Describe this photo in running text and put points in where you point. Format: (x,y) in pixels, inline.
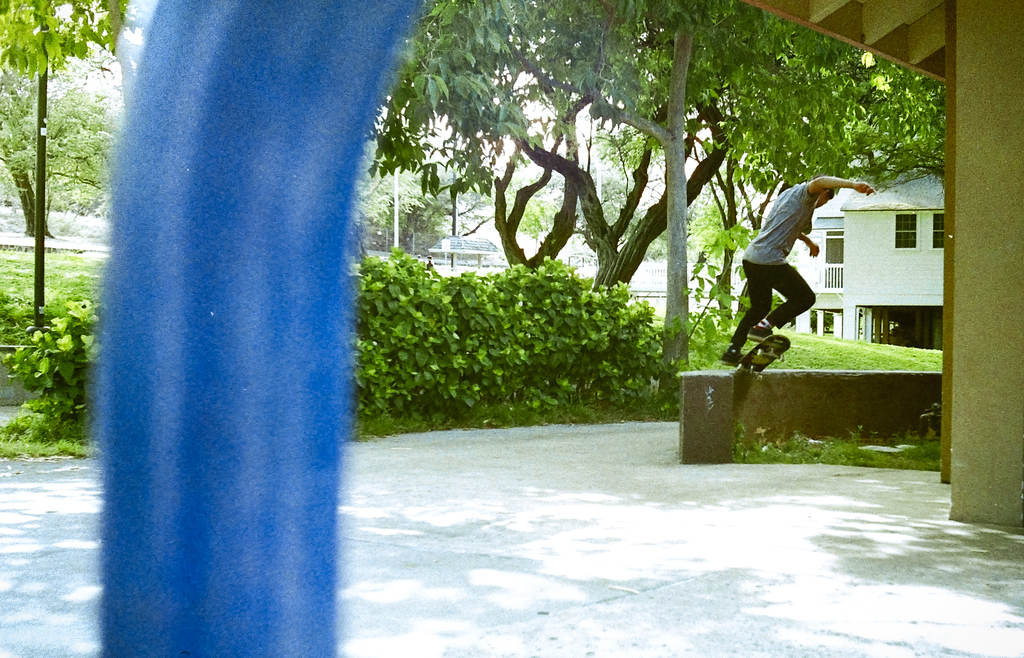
In this image I can see a blue colored object (293,519), the ground (462,478), a person (765,238) skateboarding, few plants (579,277), few trees (547,184) and few buildings (836,262).
